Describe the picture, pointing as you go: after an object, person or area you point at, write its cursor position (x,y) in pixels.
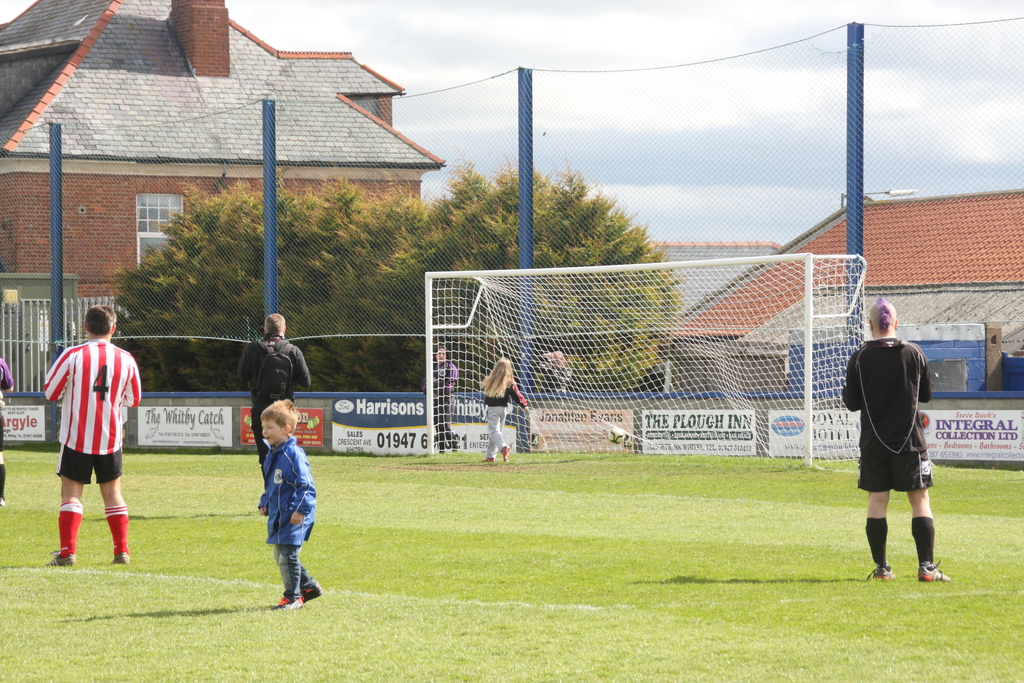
In this image we can see there are people (504,390) standing on the ground (595,497) and there is a football net (620,359) and football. At the back (549,416) we can see the wall (304,409) with text (396,411). And there are trees (409,269), buildings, fence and sky (780,128) in the background (780,128).
